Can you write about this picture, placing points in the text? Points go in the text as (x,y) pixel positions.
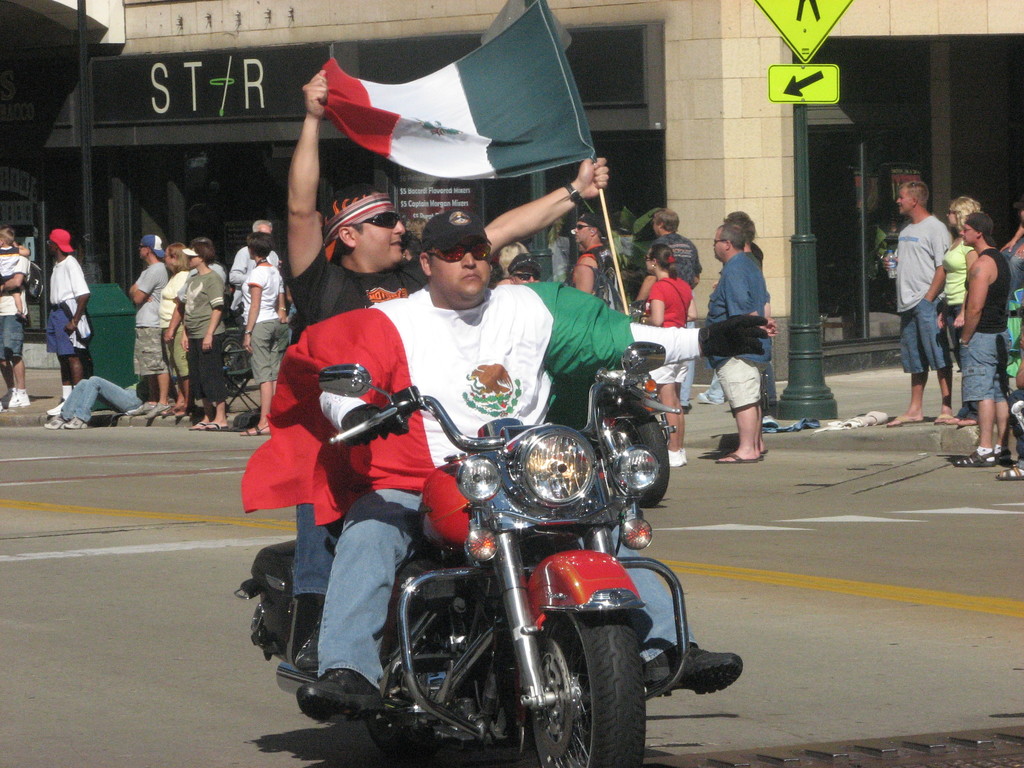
This is the picture of the outside of the city (262,386). It is very sunny. In the center (343,313) we have two person (328,316). One person (389,305) is riding a motorcycle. He is holding handle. He is wearing cap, spectacles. Another person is holding a flag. He is smiling. The remaining people (677,379) standing on a sidewalk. We can see in the background (711,121) there is a direction board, pillar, shop (622,145).
